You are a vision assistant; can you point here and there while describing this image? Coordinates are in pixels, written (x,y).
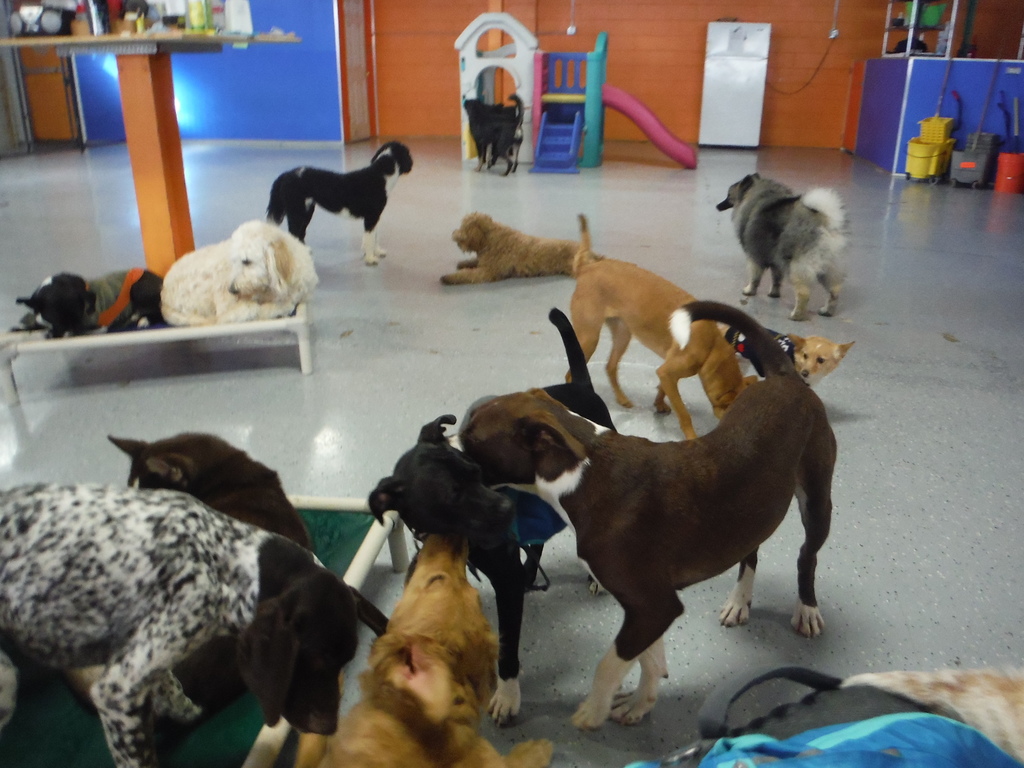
In this picture we can see there are so many dogs (516,451) standing and some dogs (478,245) laying. Behind the dogs (183,540) there is a table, slide toy (597,111), some objects (122,21) and a wall (901,142).
